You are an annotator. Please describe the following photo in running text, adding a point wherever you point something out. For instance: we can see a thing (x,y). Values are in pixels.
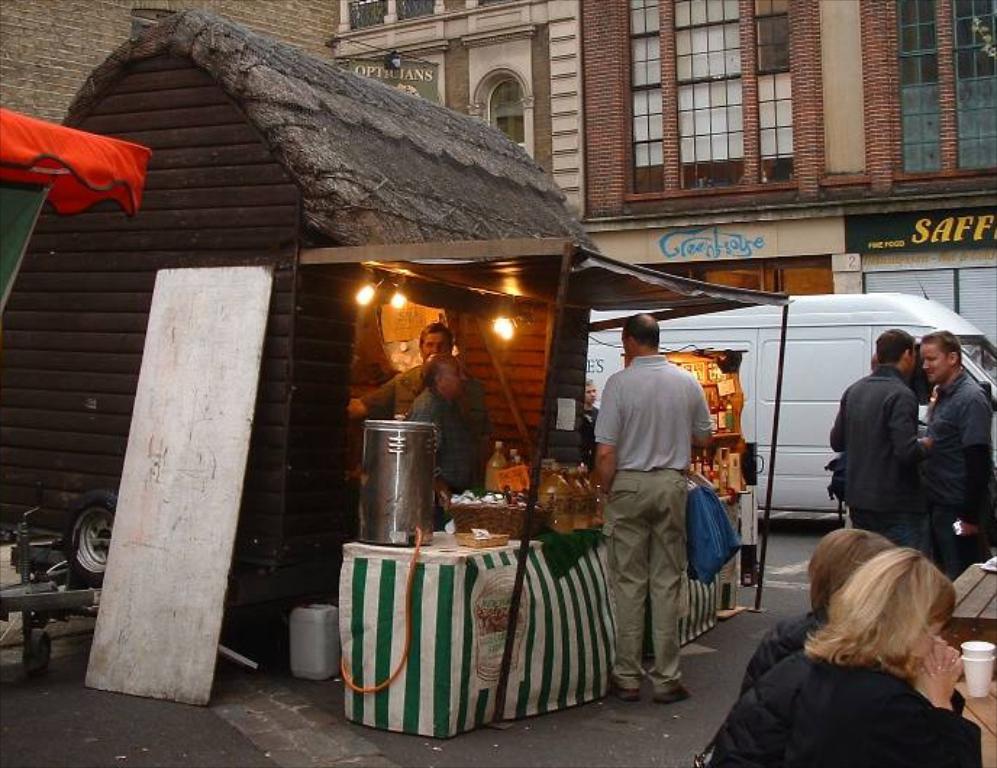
This looks like a food stall (353,223). This is a table (464,561) covered with a cloth (460,610). I can see a steel can (419,502), basket (489,507), bottles (568,484) and few other things (498,535) are placed on the table (496,583). These are the lights (500,327). I can see few people (635,368) standing. This looks like a van (803,368), which is white in color. This is the building (717,44) with windows (918,54). I can see the white color wooden board (240,342). There are two people (815,624) sitting. This looks like a wooden table (988,706) with paper cups (975,673) on it.
